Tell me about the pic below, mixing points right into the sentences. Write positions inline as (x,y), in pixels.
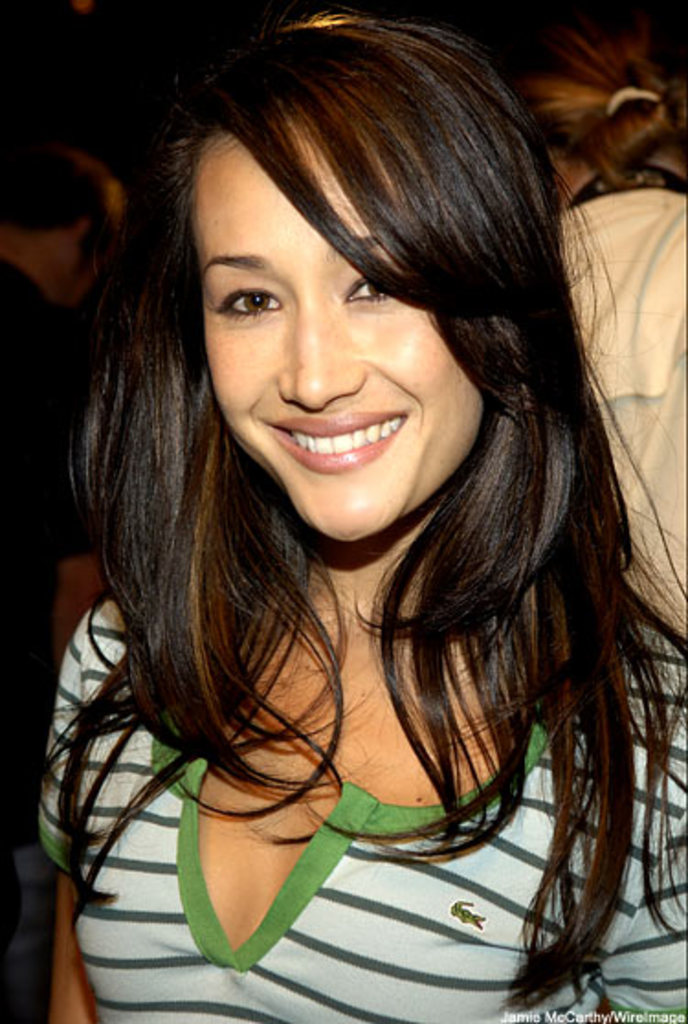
In this image in the foreground (396,643) there is one woman (357,511) who is smiling, and in the background (67,304) there are some people (609,187).
